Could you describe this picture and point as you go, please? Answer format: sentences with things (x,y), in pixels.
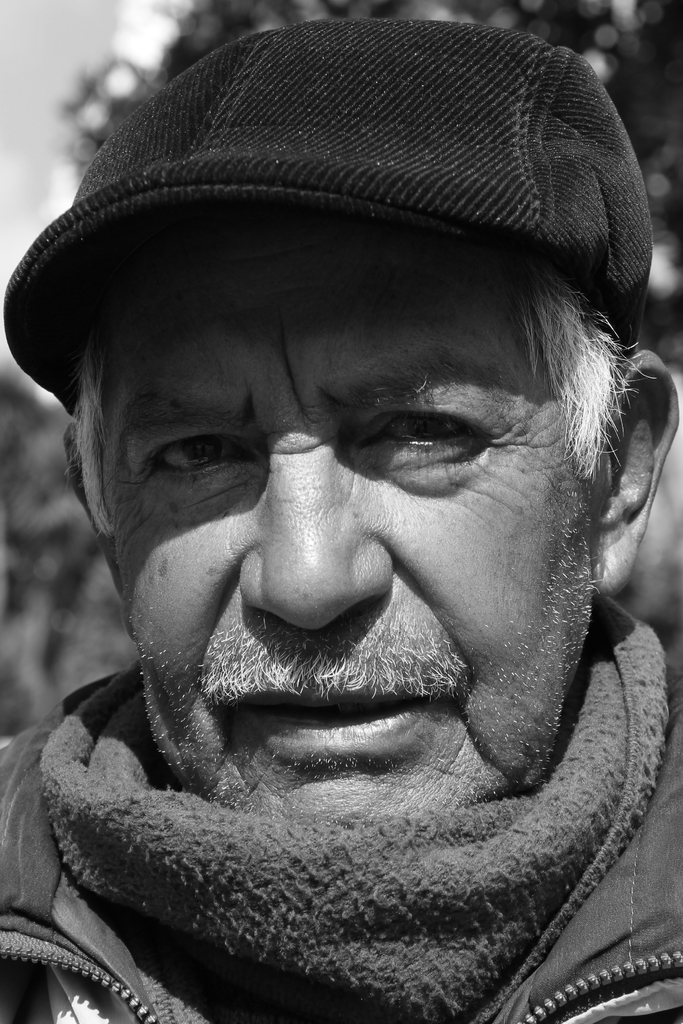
There is a person (349,520) wearing a jacket (672,698) and a cap (294,100). In the background (20,479) it is blurred. And this is a black and white image.
